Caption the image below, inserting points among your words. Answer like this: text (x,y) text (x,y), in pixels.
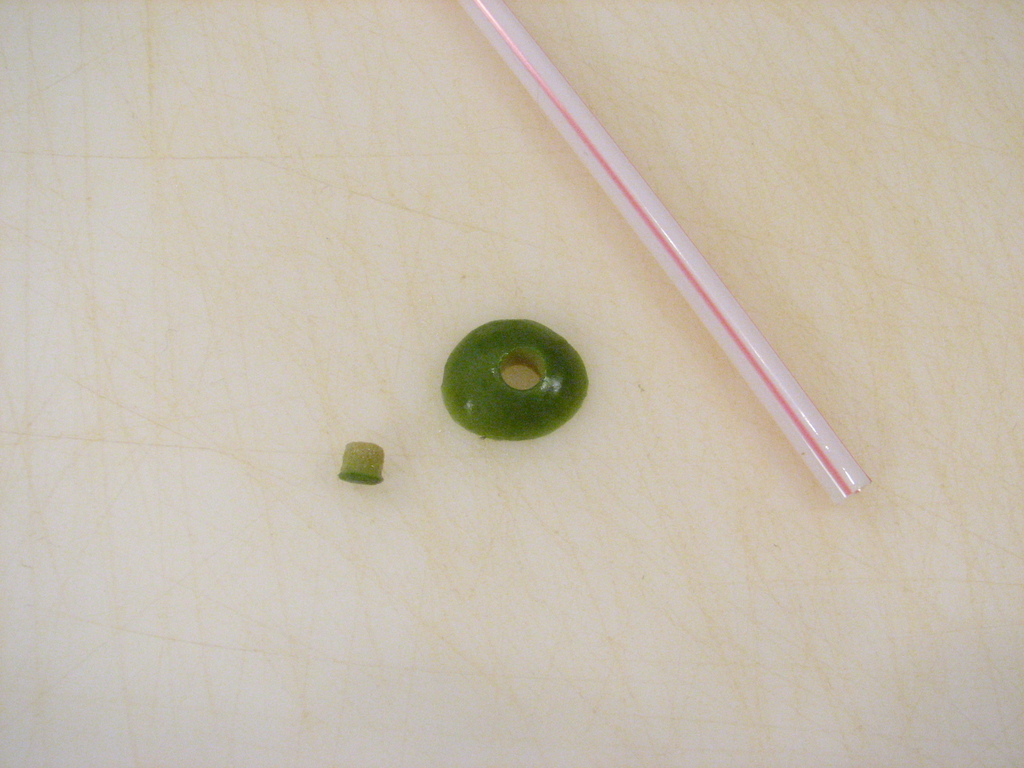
In this image we can see a straw (633,184) and green color objects (552,349) are placed on a cutting board (508,372).
